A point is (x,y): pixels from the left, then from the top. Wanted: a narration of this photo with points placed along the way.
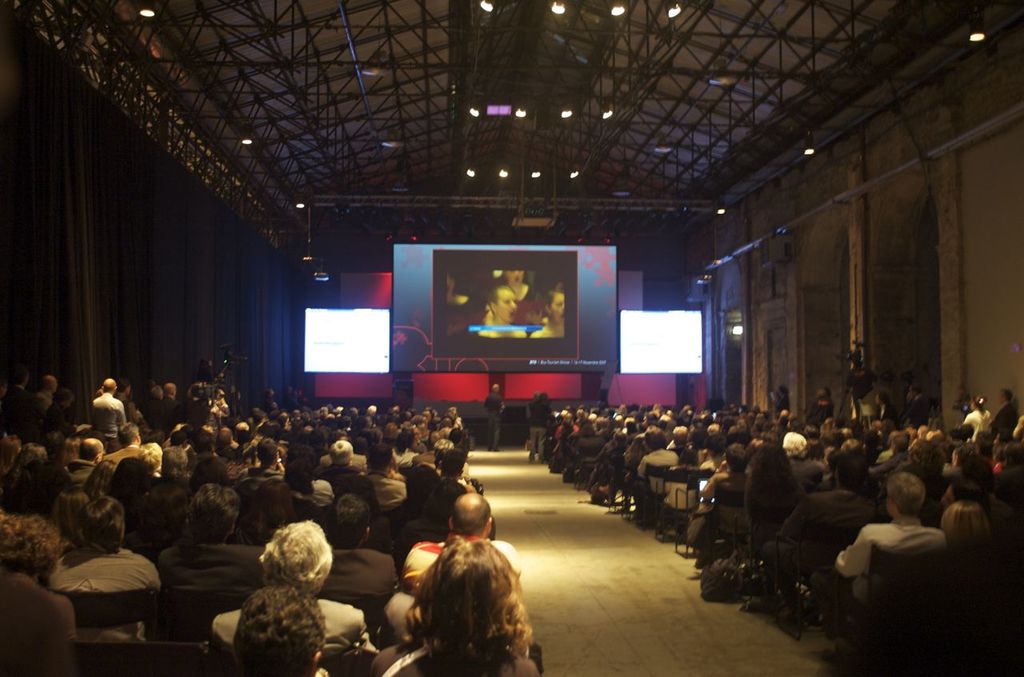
In this image there are people (267,618) sitting on chairs (740,519) and few (137,415) are standing, in the background (372,336) there are screens (567,357), on that screens (481,357) there are pictures (558,348), on either side of the people (909,391) there are walls (917,356), at the top (256,142) there is a roof (528,71) and lights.
